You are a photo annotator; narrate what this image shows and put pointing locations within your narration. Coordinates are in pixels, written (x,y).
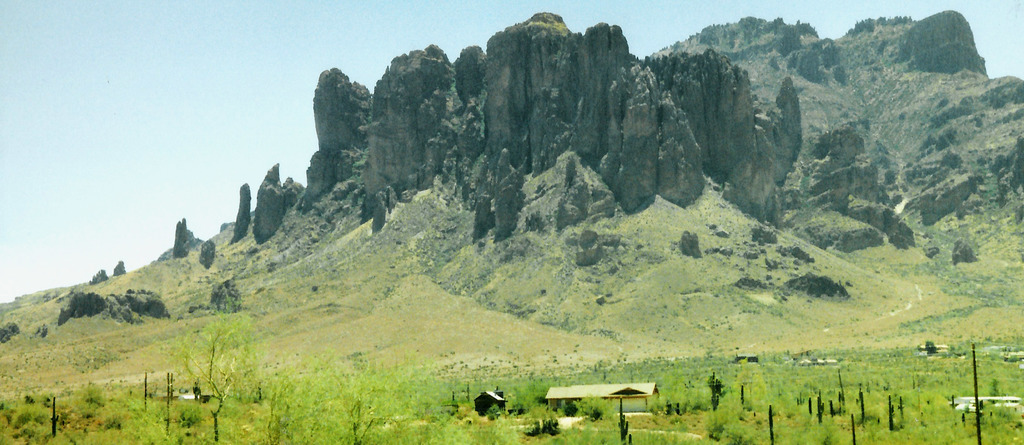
In the image we can see the ground (527,368) is covered with grass (472,434). There are lot of trees (272,436) and there are buildings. Behind there are rock hills (594,143).
